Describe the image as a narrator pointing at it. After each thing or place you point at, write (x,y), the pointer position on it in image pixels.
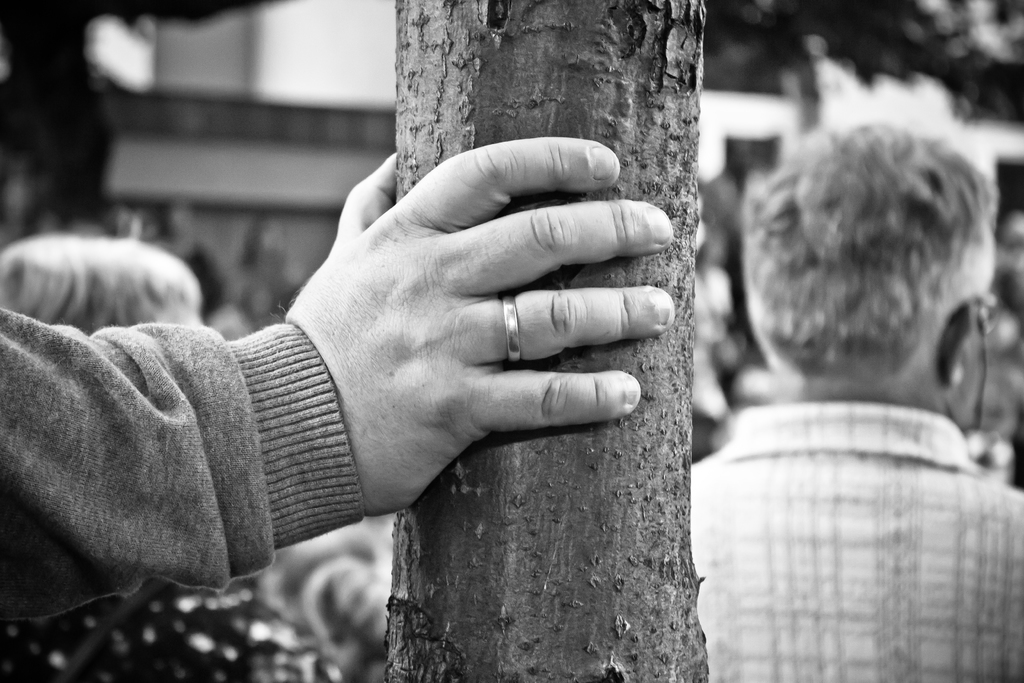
In the center of the image (578,428) a tree stem (580,127) is there. On the left side of the image (340,404) a person hand (407,404) is there. In the background of the image (167,271) some persons (341,576) are there.
